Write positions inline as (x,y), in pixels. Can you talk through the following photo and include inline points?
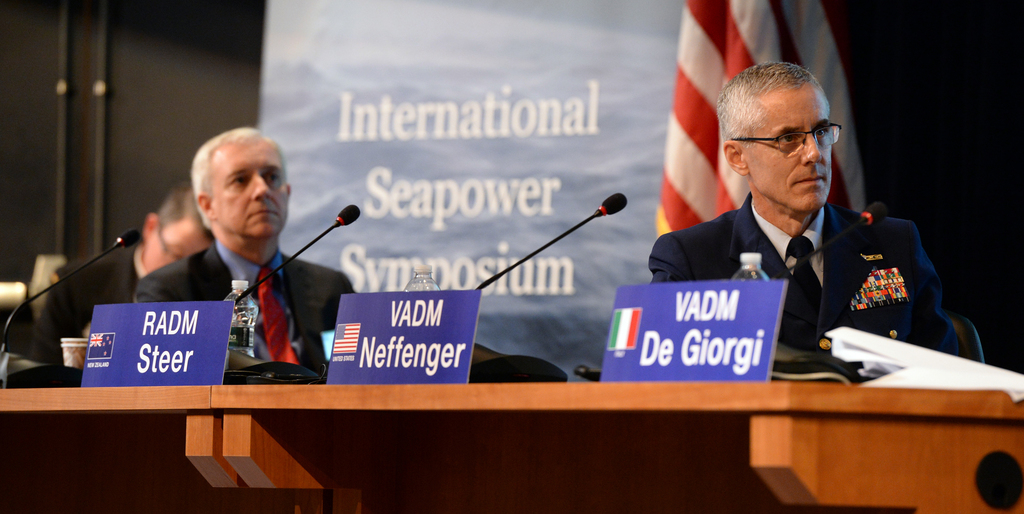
In this picture there is a man (830,250) who is wearing army uniform (845,261) and spectacles (833,129), sitting near to the table (540,407). On the table (801,388) we can see name plates (728,376), water bottle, mic (229,365), cups (67,363), papers (908,381) and bags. On the left (287,304) we can see two persons (257,255) are sitting on the chair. On the background (401,198) we can see a projector screen (573,146) and the flag (697,102). On the top left corner (62,125) there are two pipes (102,154) which on the wall (113,72).
